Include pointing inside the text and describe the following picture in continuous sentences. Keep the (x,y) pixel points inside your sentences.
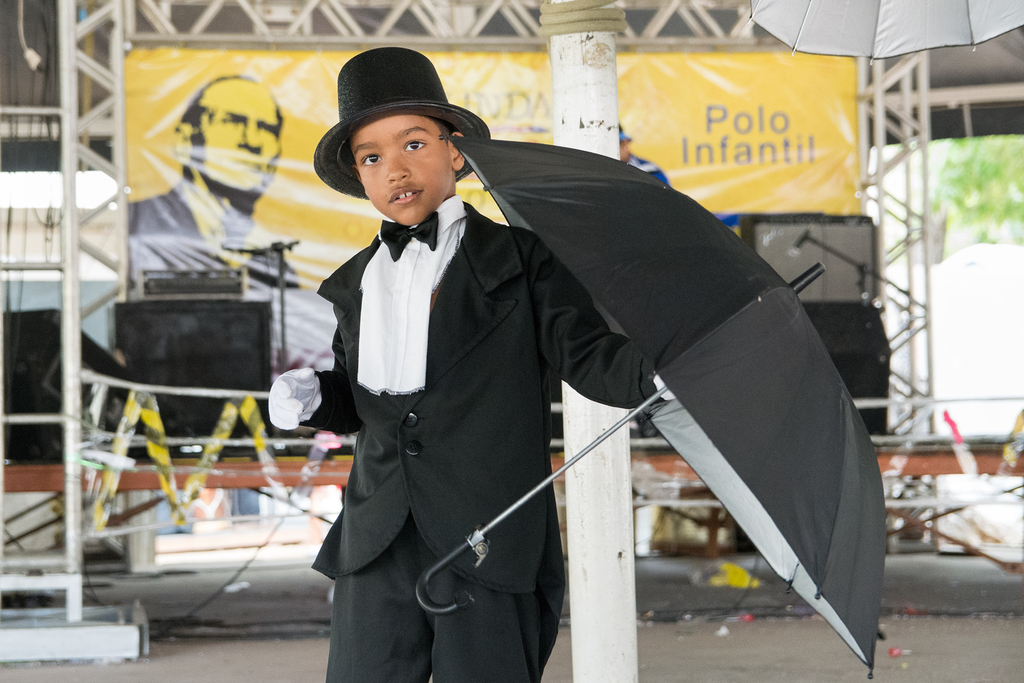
This boy (435,295) wore a hat (397,90) and holding an umbrella (675,405). Background (186,368) there is a hoarding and speakers (772,239).
